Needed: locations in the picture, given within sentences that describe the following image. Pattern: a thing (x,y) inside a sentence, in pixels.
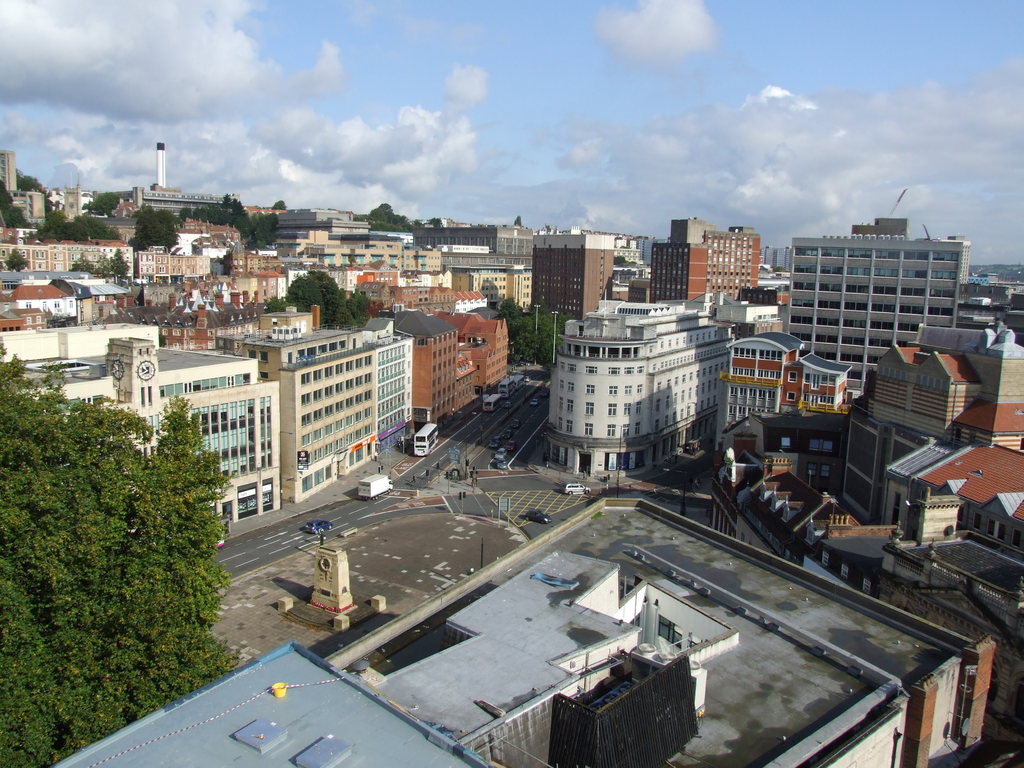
In this image we can see buildings (577,328), road (453,442), vehicles (359,486), poles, sky (548,84) and clouds (651,212).
